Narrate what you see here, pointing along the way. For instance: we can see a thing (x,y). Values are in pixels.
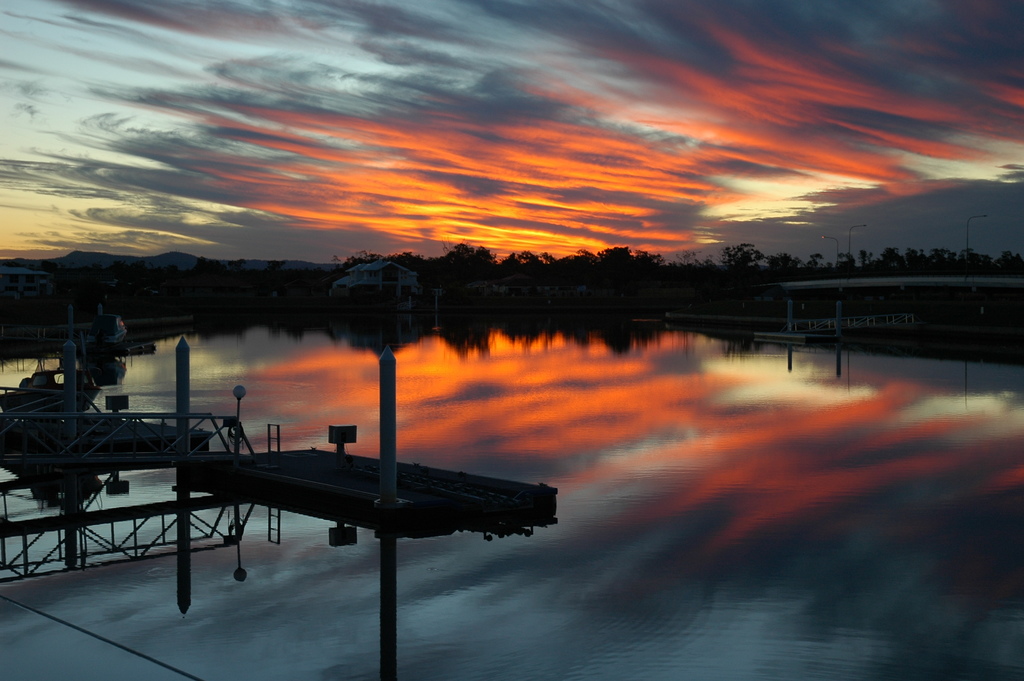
This picture is taken from outside of the city. In this image, in the middle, we can see a bridge (389,494). On the left side (209,430), we can also see metal instrument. In the background (73,339), we can see black color. On the right side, we can see some pillars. In the background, we can see some trees (468,277), house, plants (149,287). At the top (523,137), we can see a sky (523,137) which is a bit cloudy, at the bottom (806,572), we can see water (667,551) in a lake (738,509).
